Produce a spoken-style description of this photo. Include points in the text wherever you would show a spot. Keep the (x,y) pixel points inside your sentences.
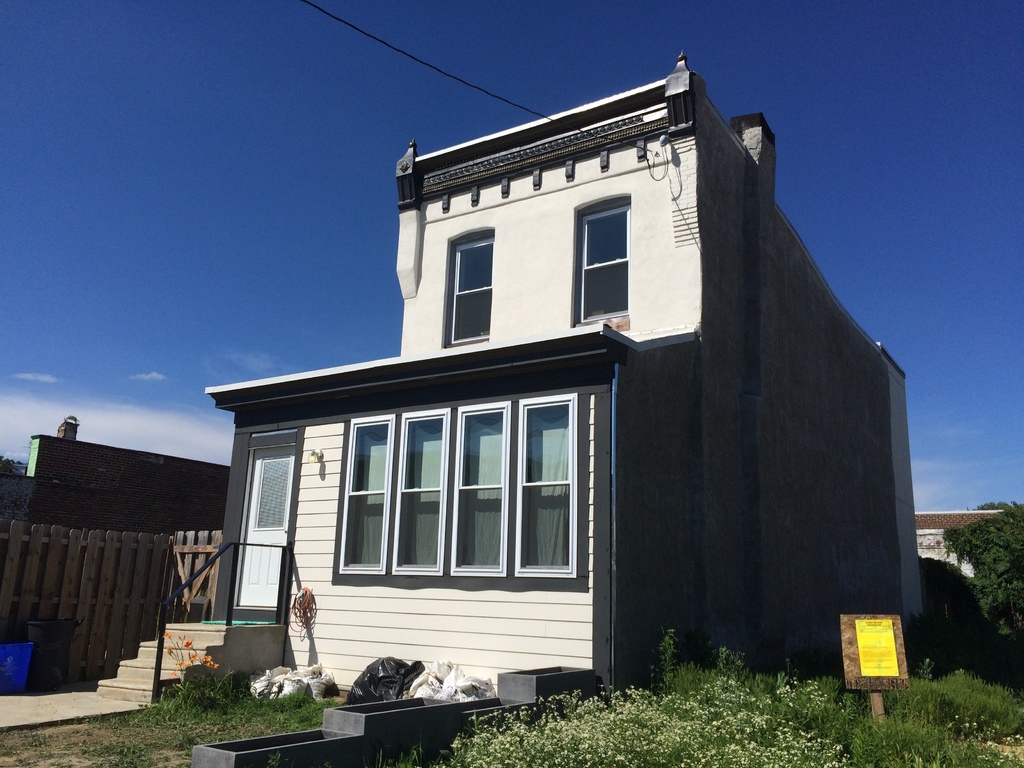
In this picture I can see a building (631,429) and a house (938,530) in the back (928,538). I can see trees (934,635), plants (846,701) and I can see a compound wall (24,546) and a blue cloudy sky (207,249) and I can see a paper (866,658) on the board (852,671) with some text (864,651).
